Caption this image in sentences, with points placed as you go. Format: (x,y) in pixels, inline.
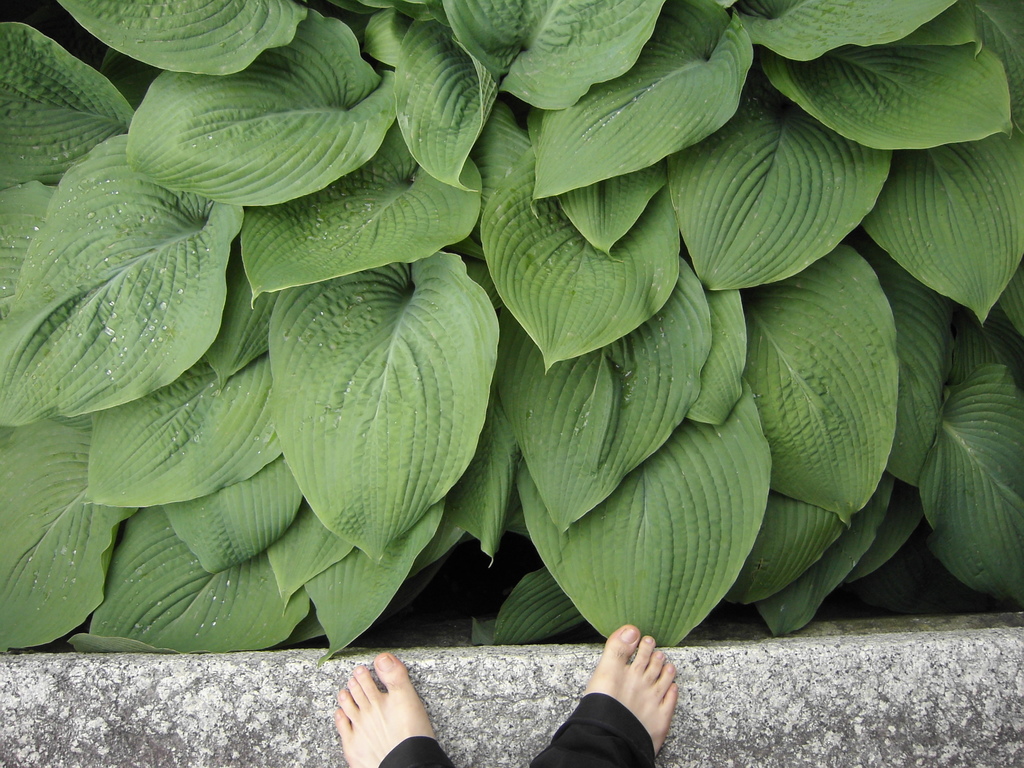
At the bottom of the image (891,687) there is a small wall (904,673) with the toes (389,684) of a person (395,695). And there are green leaves (404,243).
